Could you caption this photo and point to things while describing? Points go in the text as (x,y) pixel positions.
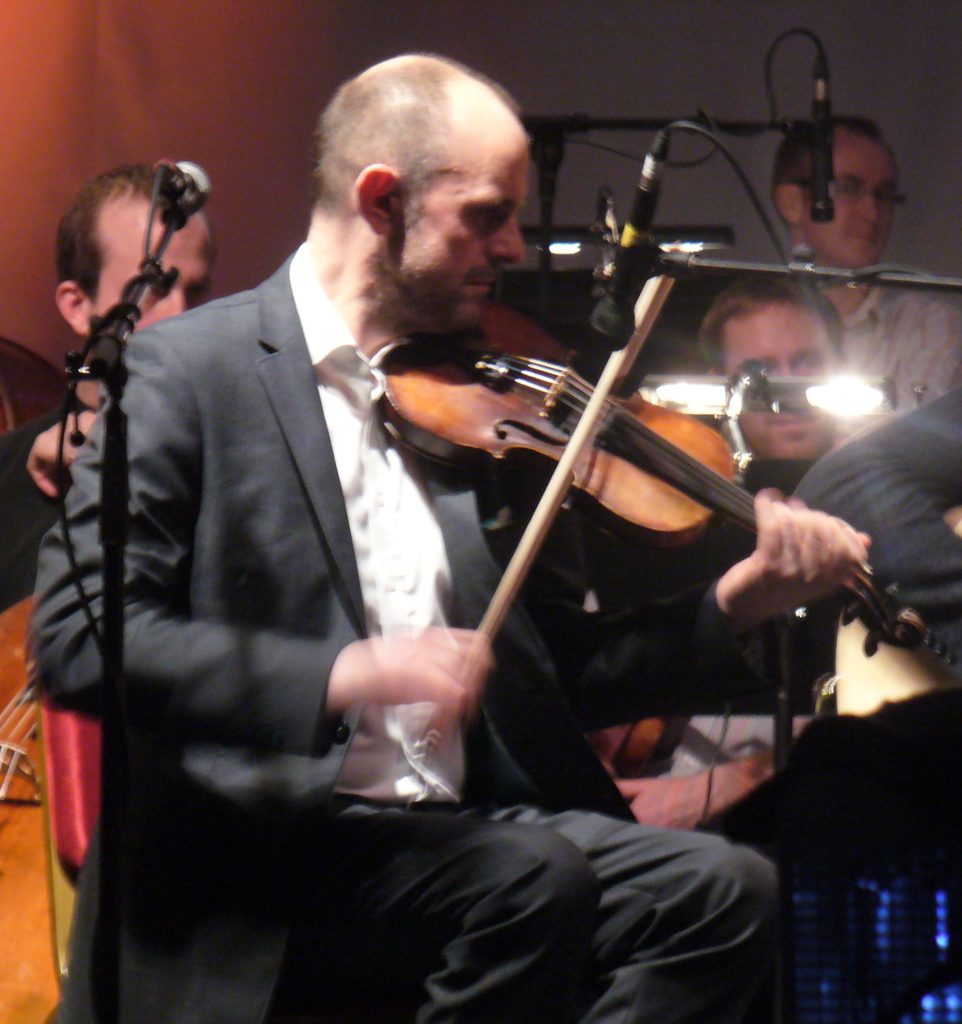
He is a man (245,764) sitting on a chair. He holds a violin (694,428) in his hands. This is a microphone (616,284). In the background (791,157) there are two people (881,327) who are at right side (922,295). There is man (4,478) on left side (32,520).
